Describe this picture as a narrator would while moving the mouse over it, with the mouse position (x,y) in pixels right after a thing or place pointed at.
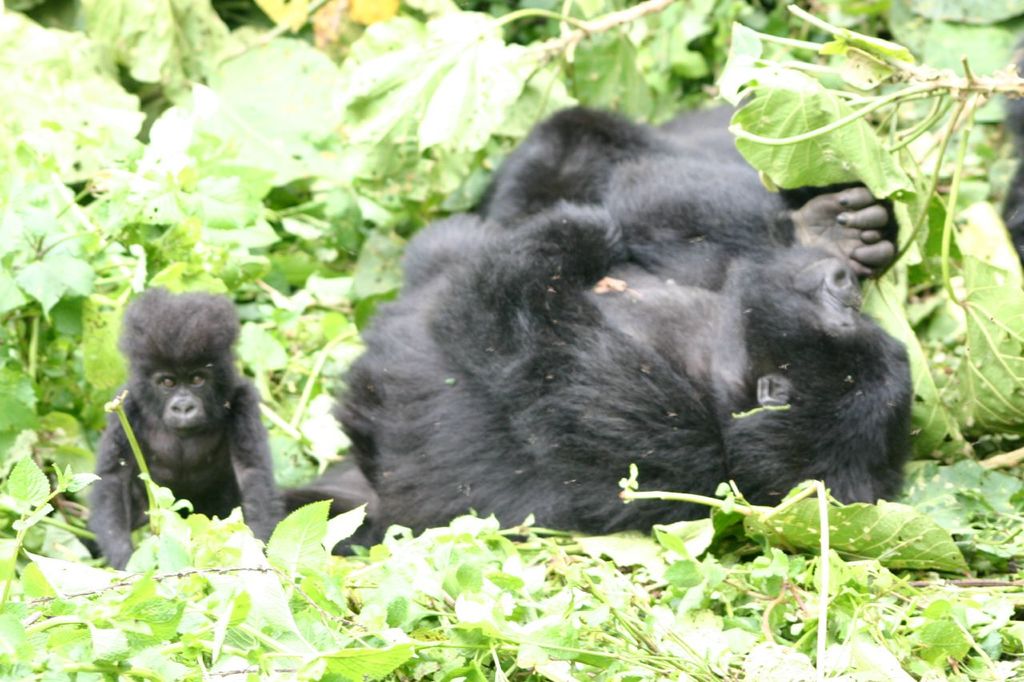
In this picture there is an animal (721,319) lying on the ground (678,589). Beside it, there is another animal (120,563). In the background (91,368) there are green plants (479,594).
